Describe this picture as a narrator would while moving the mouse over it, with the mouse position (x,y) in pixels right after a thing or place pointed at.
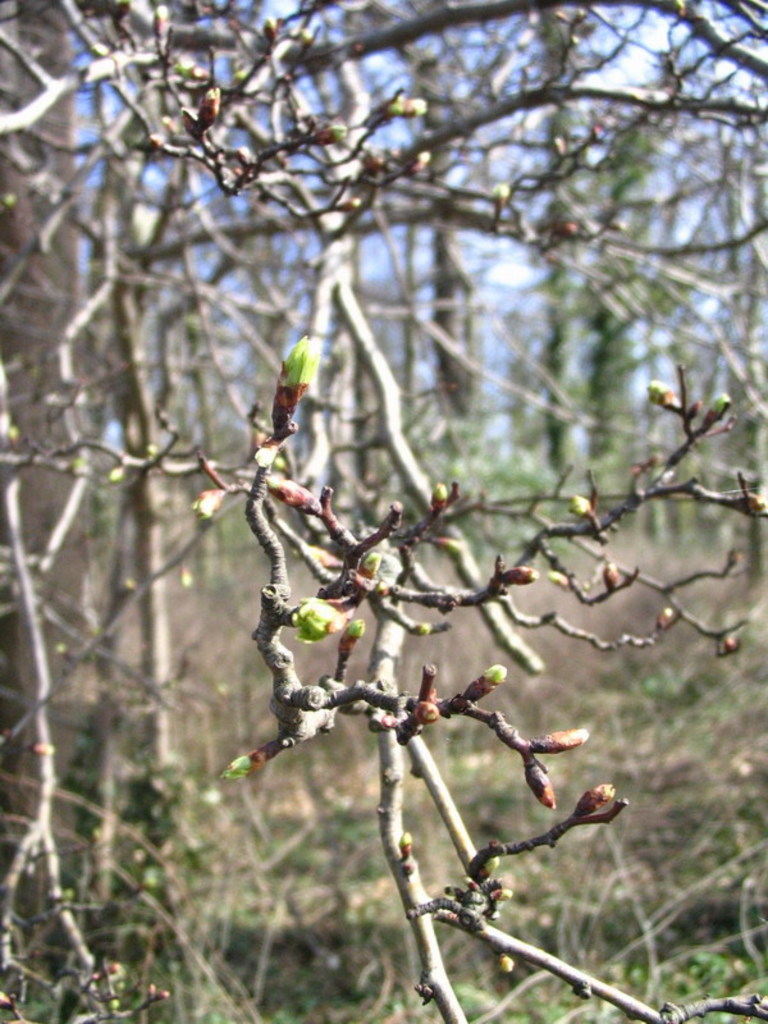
In this image in the foreground (278,667) there are some trees (278,652), and in the background (666,295) also there are a group of trees (358,522).
